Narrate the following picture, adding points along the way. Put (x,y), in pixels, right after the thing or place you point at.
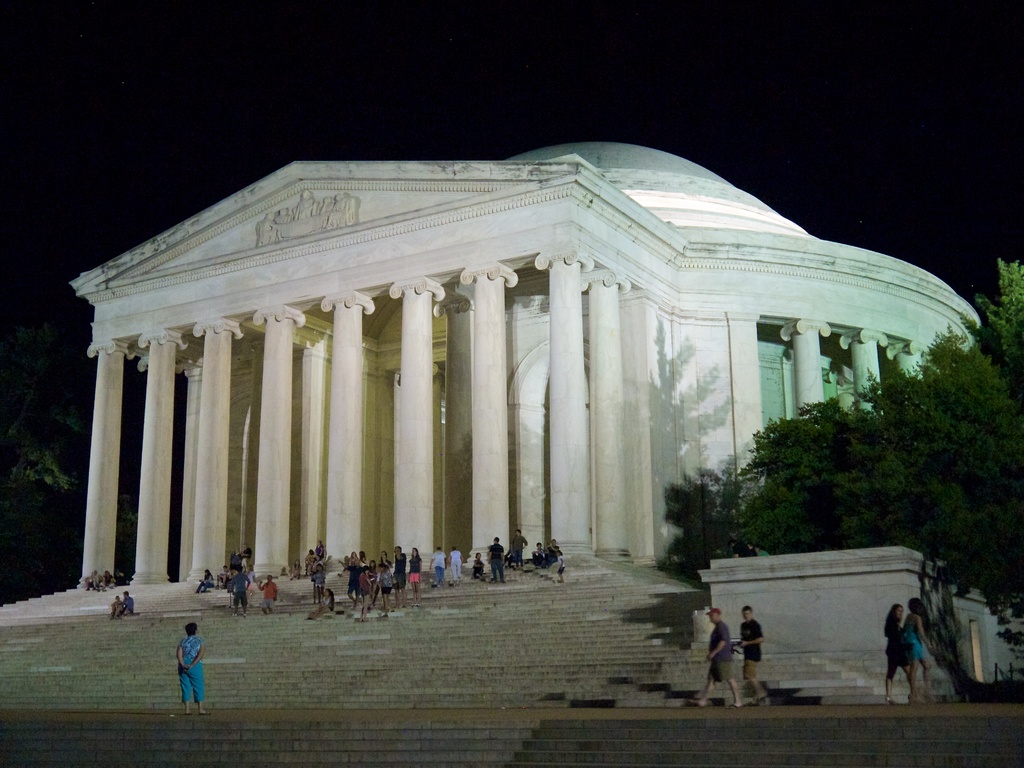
In the center of the image (497,263) there is a building (432,509). There are staircase (628,609). There are people (322,594) on the staircase (145,601). To the right side of the image (930,466) there is a tree (985,431).
